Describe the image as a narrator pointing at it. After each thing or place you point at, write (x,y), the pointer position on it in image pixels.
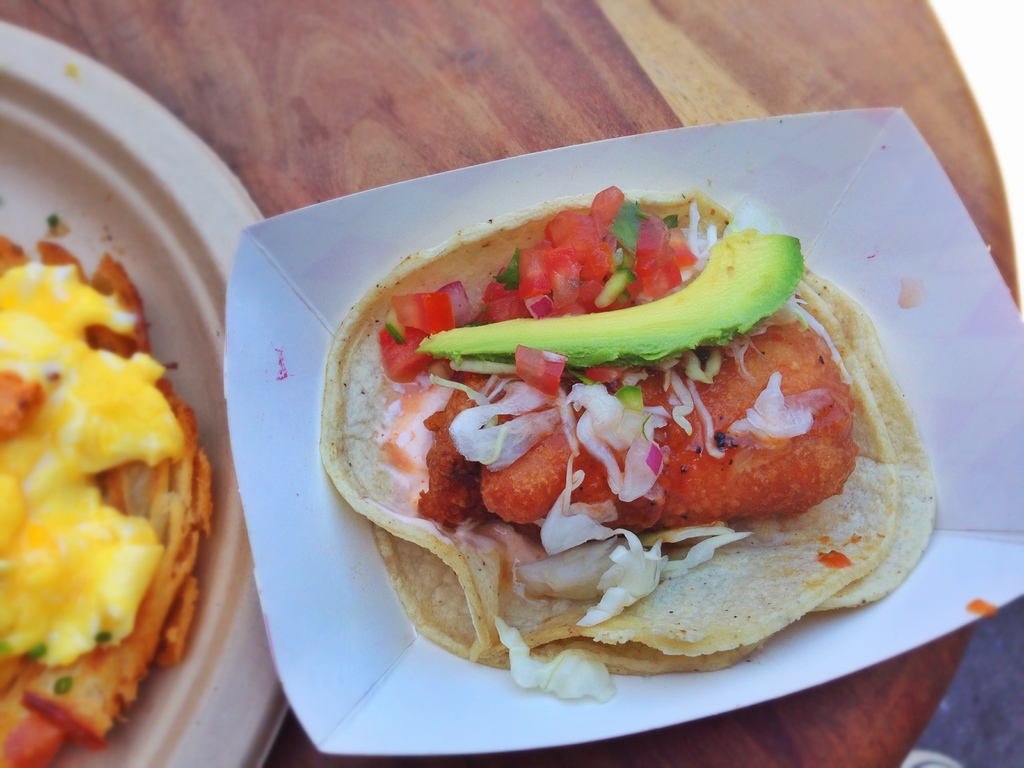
In this image we can see food (24,383) on the plate (210,716) and it kept on the table (616,120).
